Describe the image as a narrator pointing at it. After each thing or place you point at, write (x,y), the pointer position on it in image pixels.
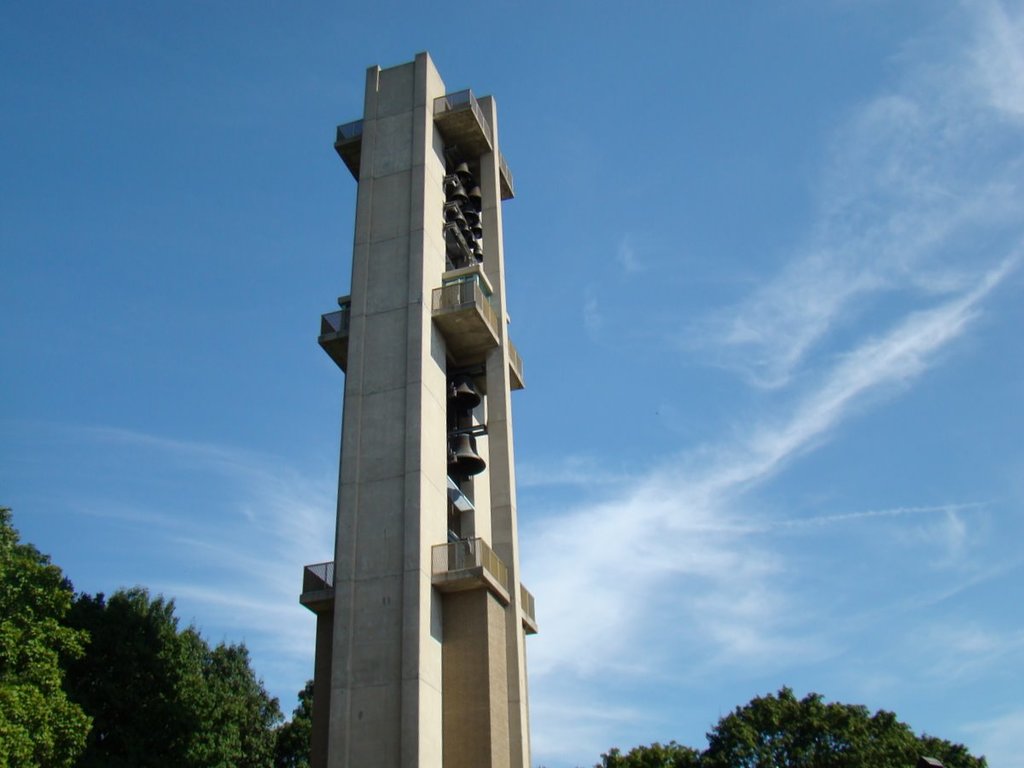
In this image I can see the concrete structure (410,755) and I can see the railing (500,571), few bells (464,386). In the background (836,742) I few trees (808,742) in green color and the sky (753,432) is in blue and white color.
